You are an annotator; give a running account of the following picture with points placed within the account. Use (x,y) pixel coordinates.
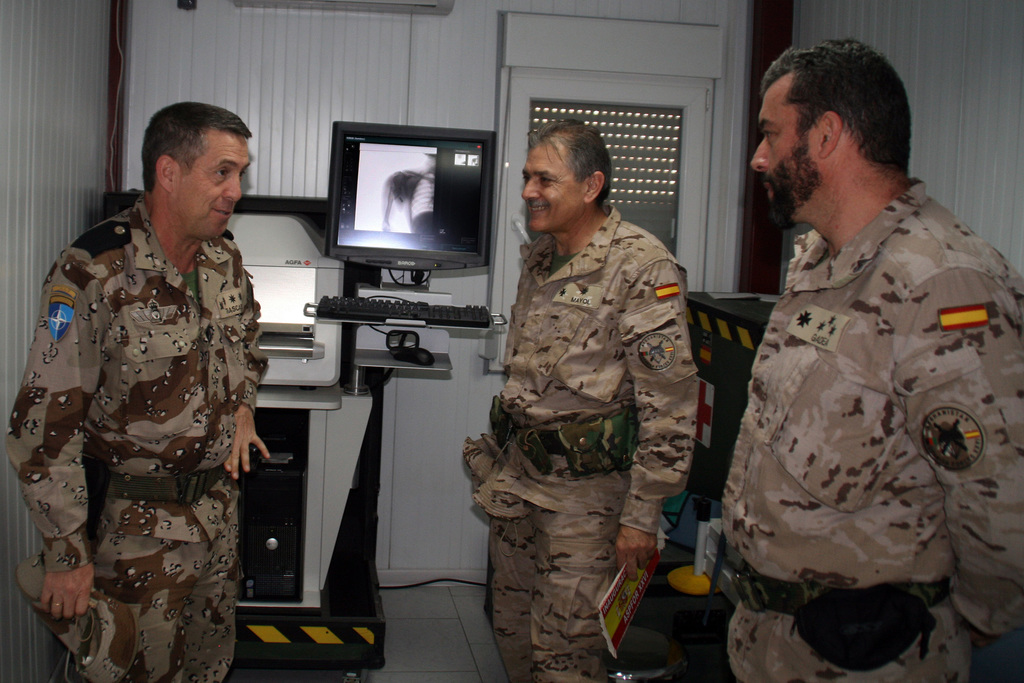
Here we can see three people (197,187). This man (516,346) is holding a book (620,604) and smiling. Beside these people (506,574) we can see CPU (283,576), printer (300,330), monitor (377,173), keyboard (385,305) and mouse (412,357). There we can see window (635,128) and first aid box (746,387).
